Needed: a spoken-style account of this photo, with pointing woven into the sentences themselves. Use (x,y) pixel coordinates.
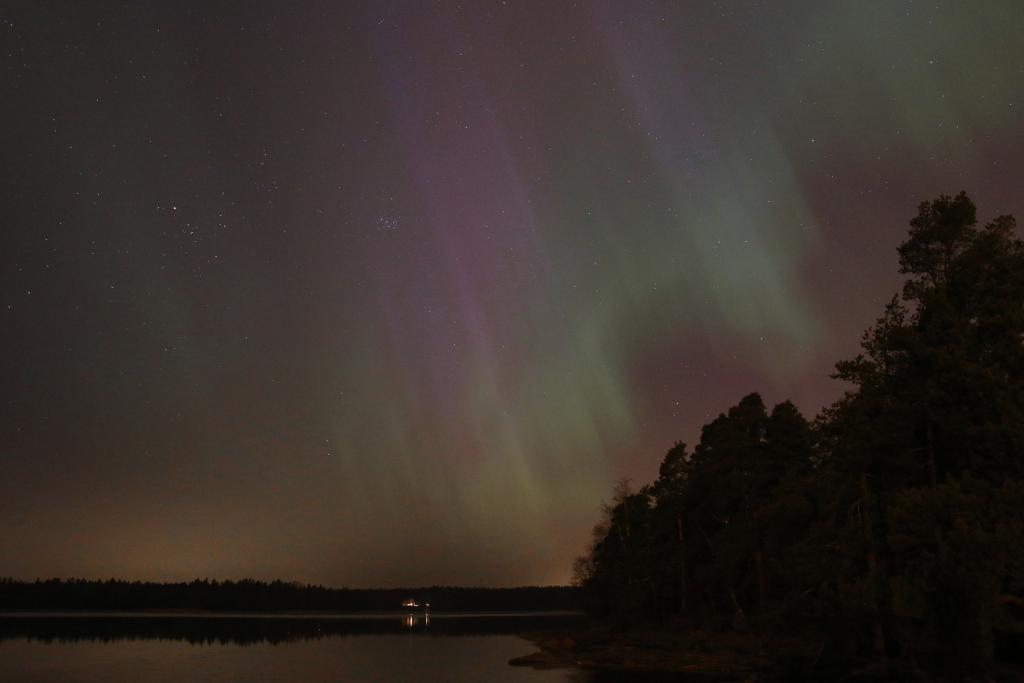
In this image we can see trees (266,593), water (394,614) and sky (298,305).
